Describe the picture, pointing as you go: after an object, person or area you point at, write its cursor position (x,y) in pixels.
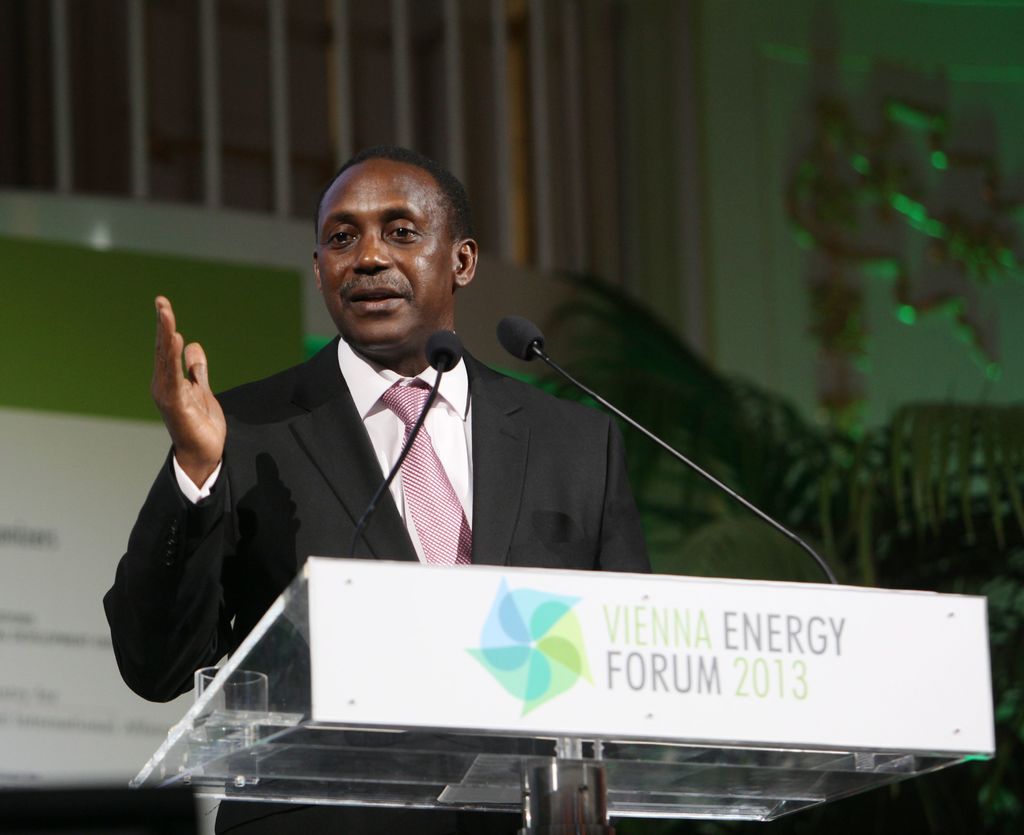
In this picture there is African men (528,431) wearing a black color coat (531,493) and pink tie (436,502) is giving a speech and standing in front of the speech desk (592,756). Behind there is a grill railing (136,91) and a projector screen (59,645).
